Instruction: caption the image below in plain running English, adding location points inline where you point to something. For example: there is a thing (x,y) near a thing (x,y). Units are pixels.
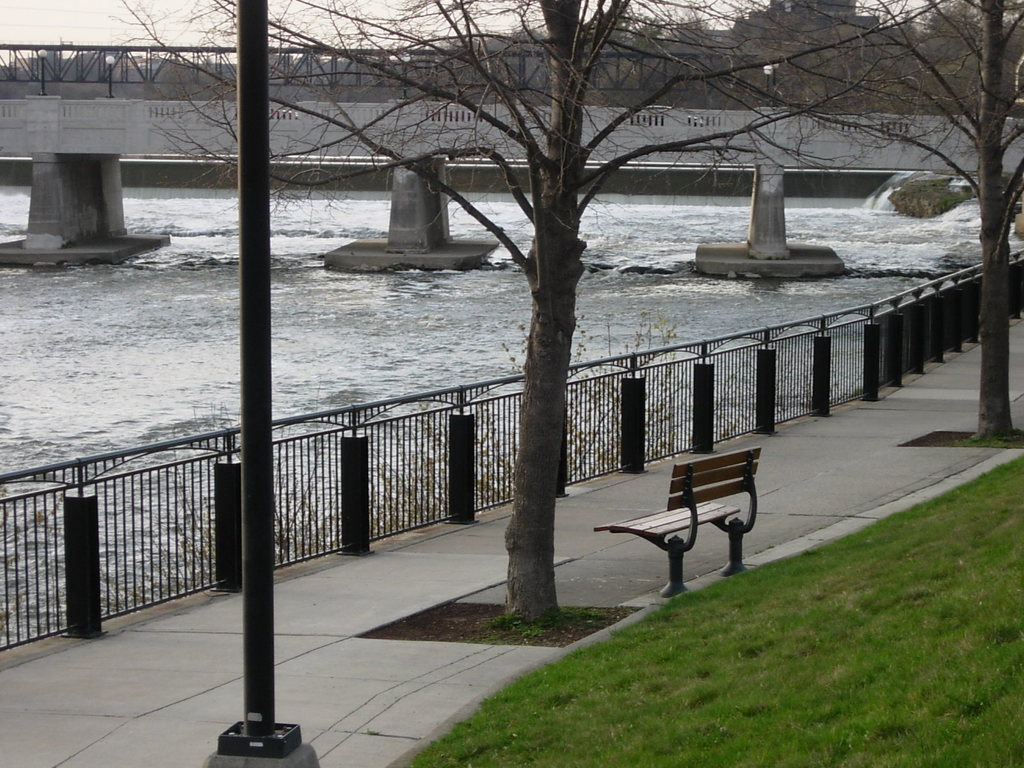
In the image there is a bench (722,508) in front of the grass land (813,667), on either side of it there are trees (561,422) on the foot path (115,750) with a pole (255,301) on the left side (259,469) followed by fence (294,475) in the front (669,381) and over the background (734,143) there is a bridge (197,118) on a river (179,333).
